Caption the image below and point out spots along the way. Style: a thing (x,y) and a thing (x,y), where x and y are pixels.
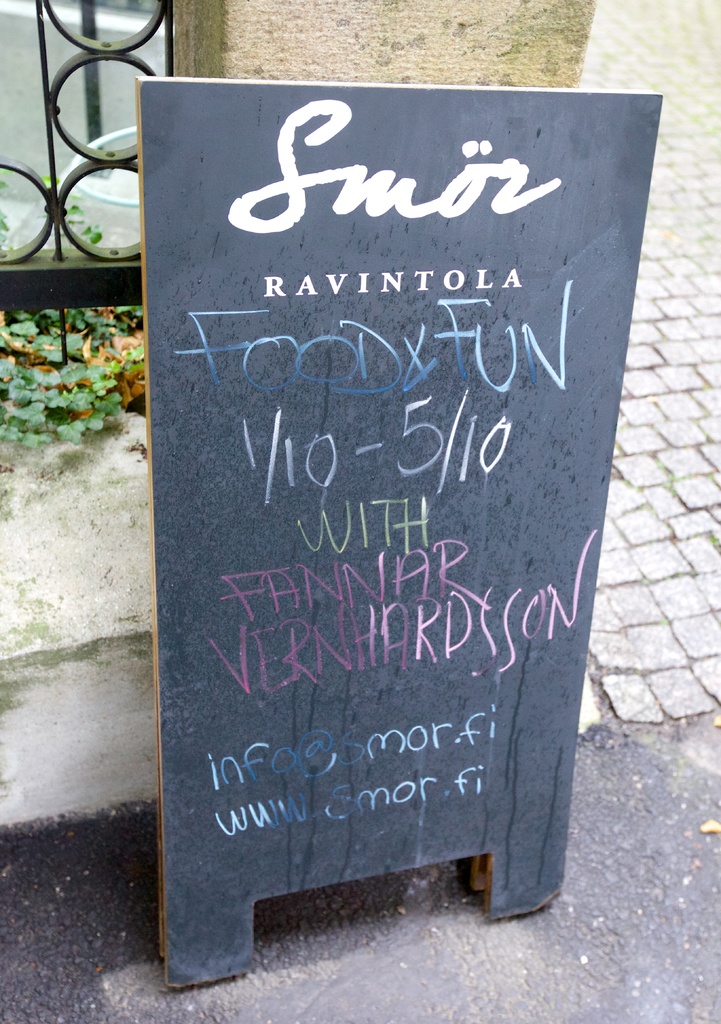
In this image we can see black board (320,414) which has event details (262,450) on it and in the background of the image (659,326) there is fencing (71,287), some plants (26,382) and walkway (665,361).
